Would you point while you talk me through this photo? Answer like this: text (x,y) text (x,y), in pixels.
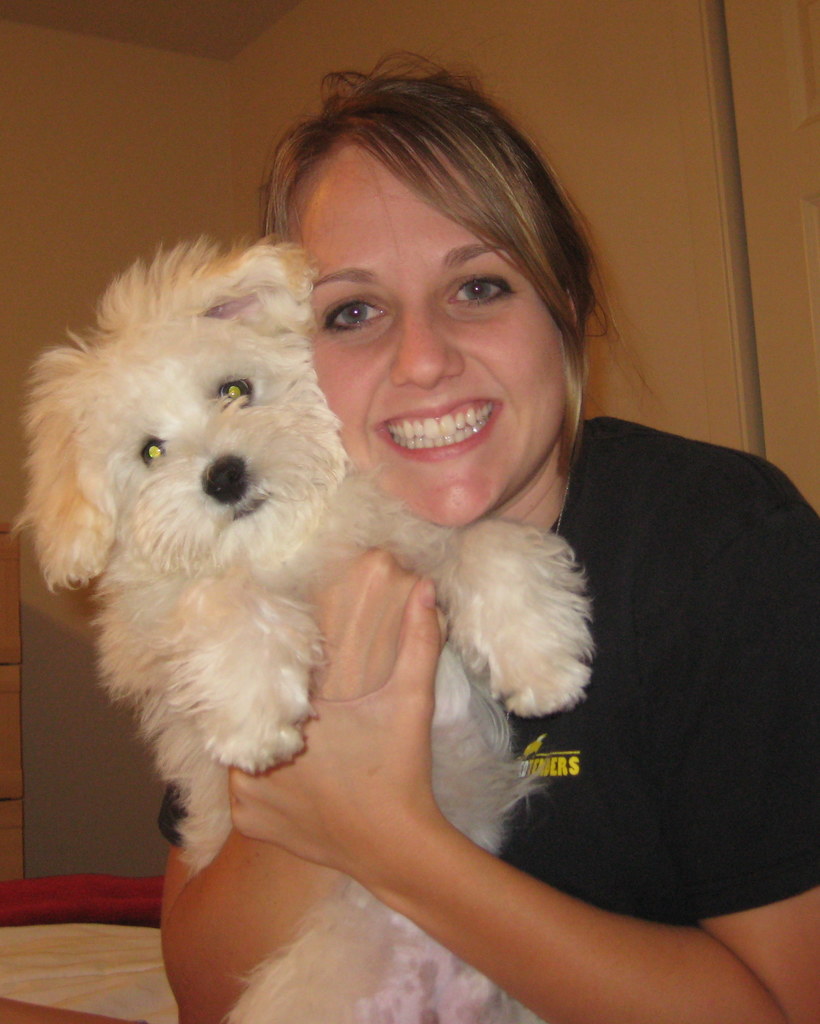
In this image there is a woman (608,552). She is smiling. She is holding a dog (242,626) in her hand (301,760). Behind her there is a wall (596,88).
